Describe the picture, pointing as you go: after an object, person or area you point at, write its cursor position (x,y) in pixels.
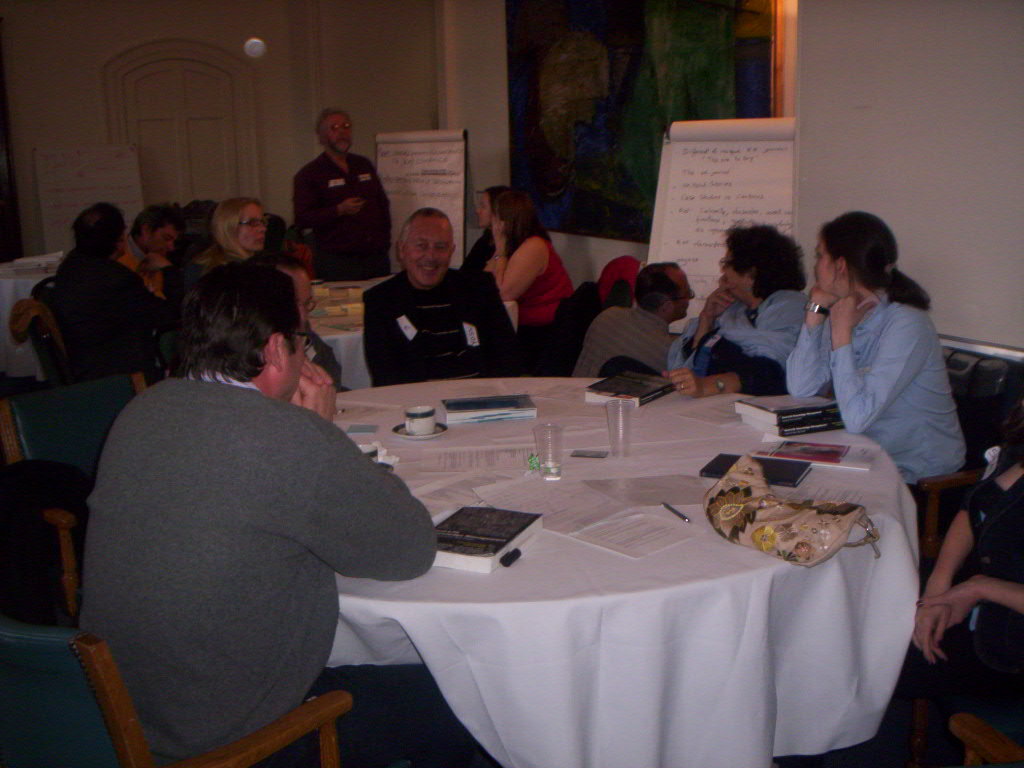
In this picture we can see a group of people (281,620) sitting on chairs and one is standing and in front of them there is table (710,398) and on table (710,398) we can see book (480,522), papers (614,517), pen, bag (714,505), glass (610,417), cup (415,411), saucer (398,430) and in background (223,104) we can see wall (469,78), frame (582,78).
